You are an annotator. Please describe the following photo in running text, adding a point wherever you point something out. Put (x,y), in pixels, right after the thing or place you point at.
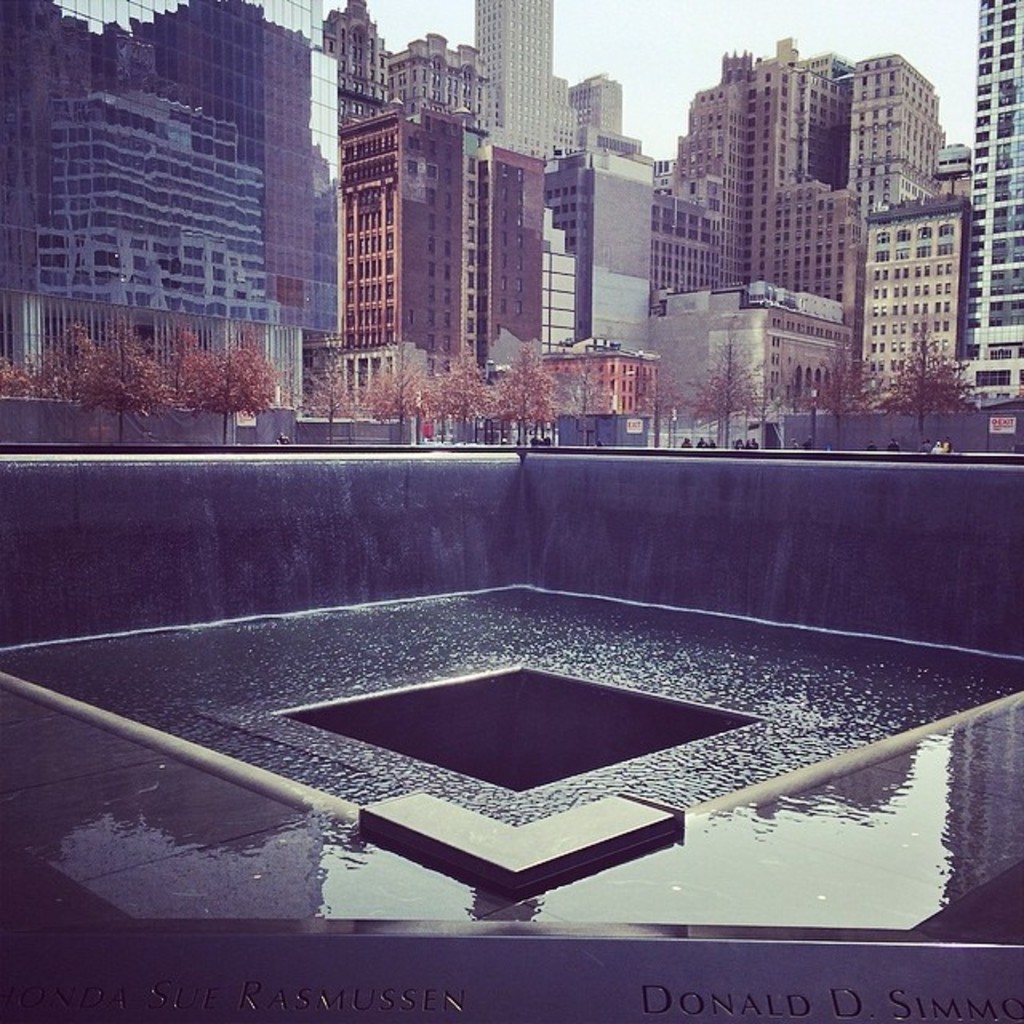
In this image I can see the black colored floor (551,685), some water (666,684), the wall (747,571), few persons (892,447) standing and few trees (177,363) which are brown in color. In the background (800,385) I can see few buildings (402,240) and the sky (712,74).
